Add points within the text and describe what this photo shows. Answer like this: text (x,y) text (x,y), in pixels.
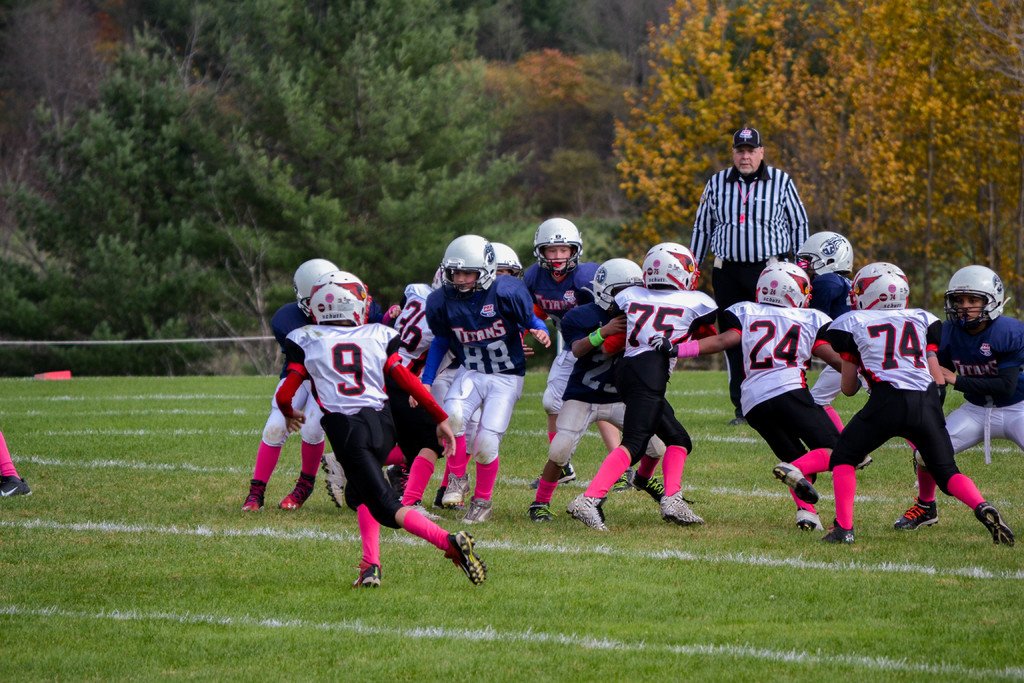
At the bottom of this image (587,521), there are players (717,330) playing on the grass (1018,456) on the ground (781,549). In the background (793,249), there is a person (749,275) watching them and there are trees (661,182).
